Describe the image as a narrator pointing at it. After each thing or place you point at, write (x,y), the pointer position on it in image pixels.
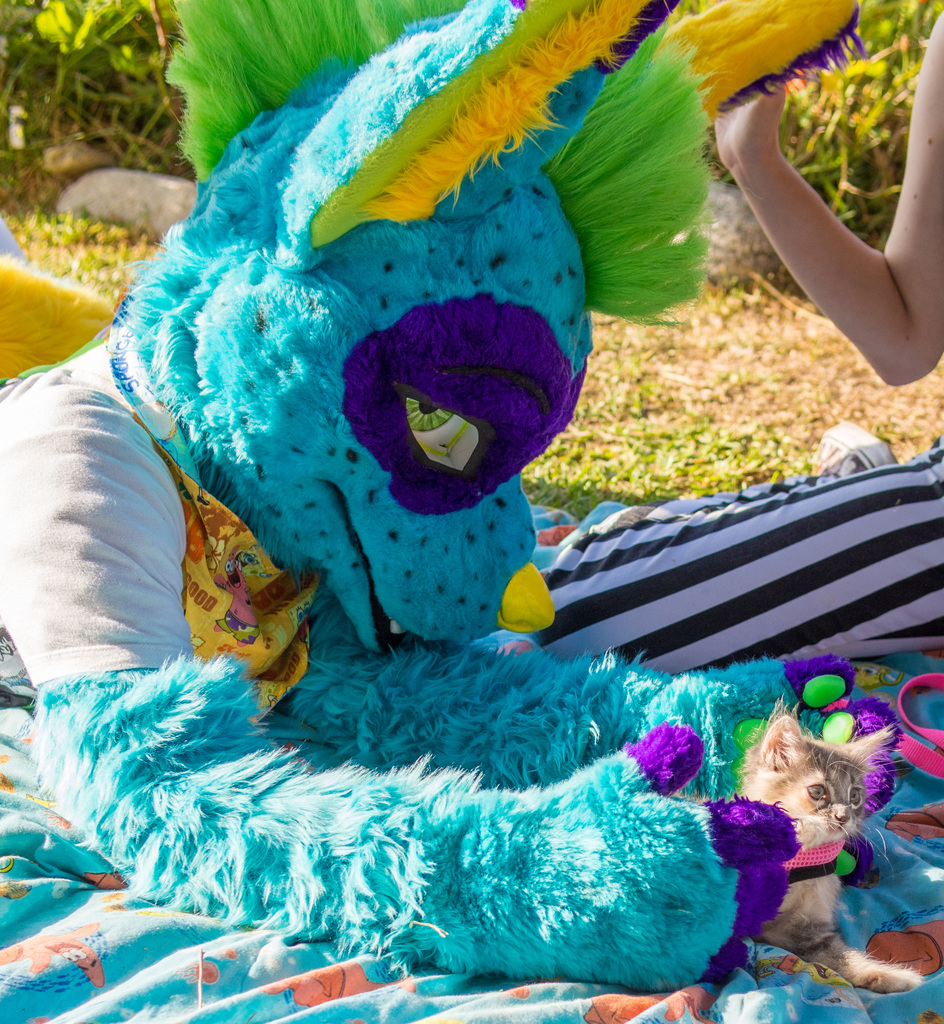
In this image I can see on the left side (48,401) a person (416,485) is wearing the costume (413,628), on the right side (813,762) it looks like the kitten (808,826). In the right hand side (941,54) top there is the human hand (844,260). At the top (813,122) there are plants (54,125).
